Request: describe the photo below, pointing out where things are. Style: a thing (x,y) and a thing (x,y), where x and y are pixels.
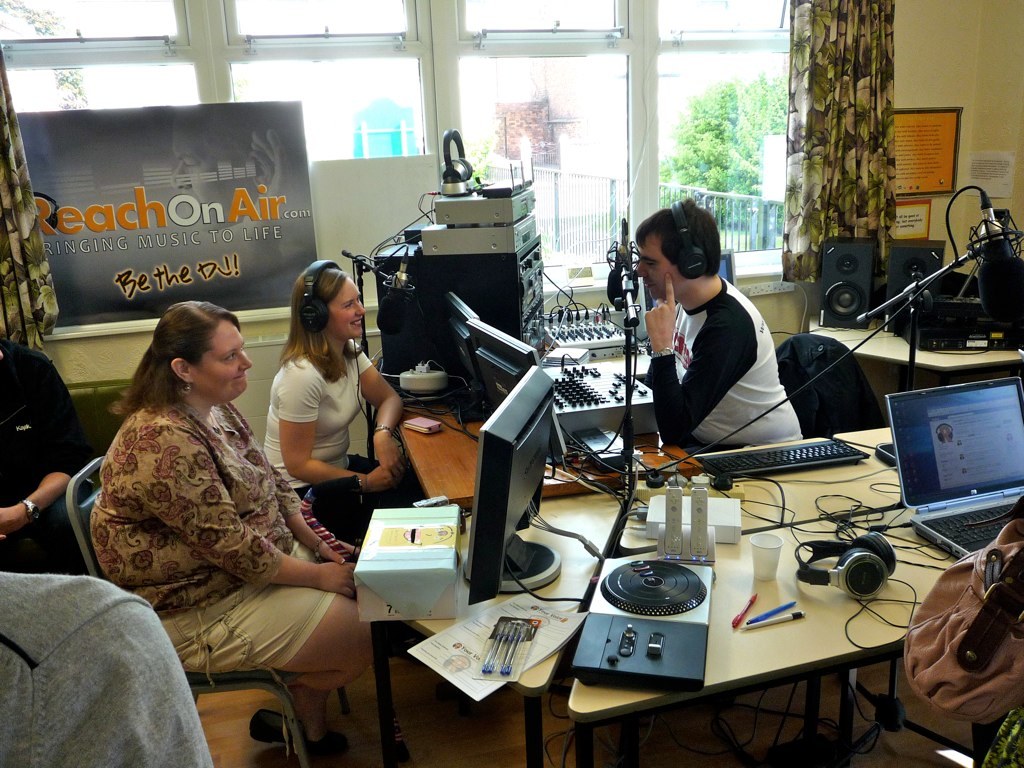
In this image, we can see people (711,390) sitting on the chairs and some are wearing headsets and we can see monitors (981,409), a cup (775,543), some pens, papers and there are some other objects (670,555) on the stands (770,518) and we can see musical instruments (629,577) and there are curtains (12,188), some boards (245,134) on the wall (1014,200) and there is a curtain (866,213) and we can see windows (596,86), through the glass (686,129) we can see trees (695,138) and there are railings (680,199). At the bottom (438,740), there is a floor (506,740) and we can see cables (830,724).
